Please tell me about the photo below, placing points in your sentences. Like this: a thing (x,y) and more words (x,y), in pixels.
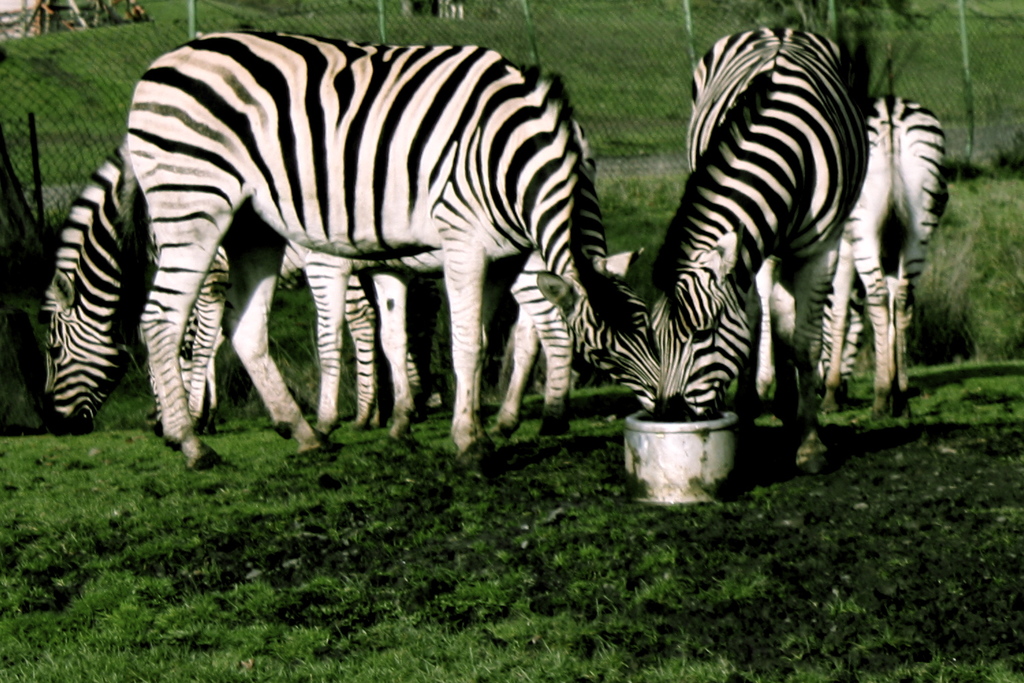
In the foreground of this picture (655,254), there are zebras (548,307) on the grass (483,557). In the background (518,46), there is a fencing (630,36), trees (818,17) and the path (620,170).
